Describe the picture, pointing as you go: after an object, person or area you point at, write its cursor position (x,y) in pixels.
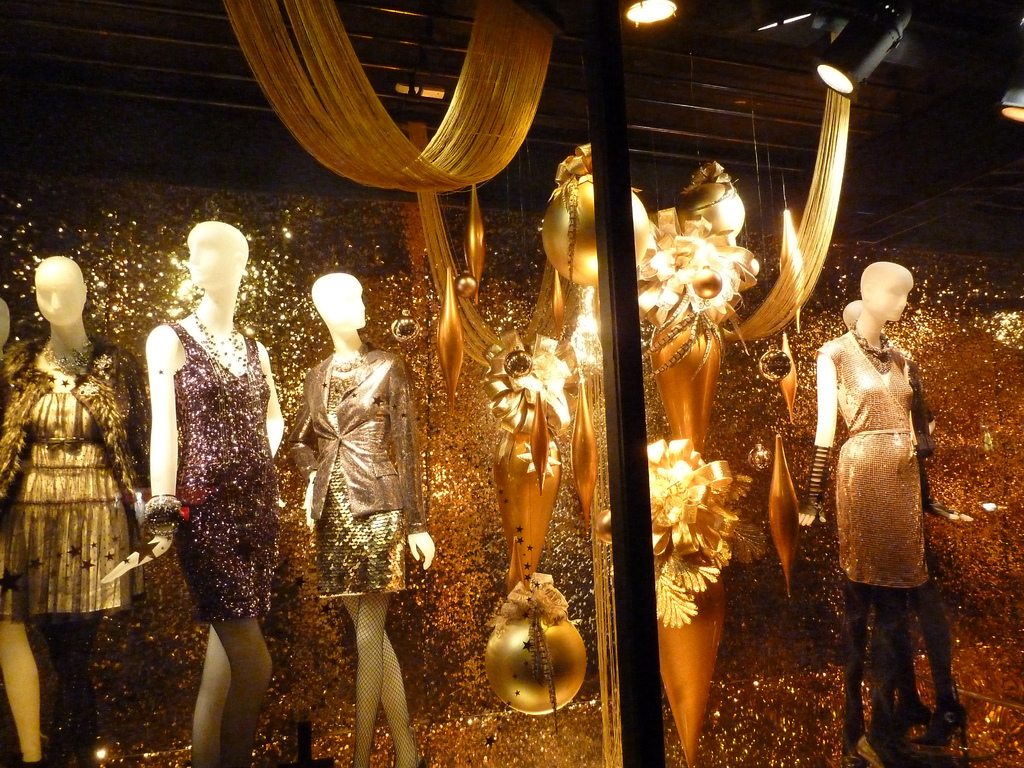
In this image I can see mannequins (409,424). On these mannequins (319,529) I can see clothes (398,442). I can also see lights (837,79) and other objects (465,294).
